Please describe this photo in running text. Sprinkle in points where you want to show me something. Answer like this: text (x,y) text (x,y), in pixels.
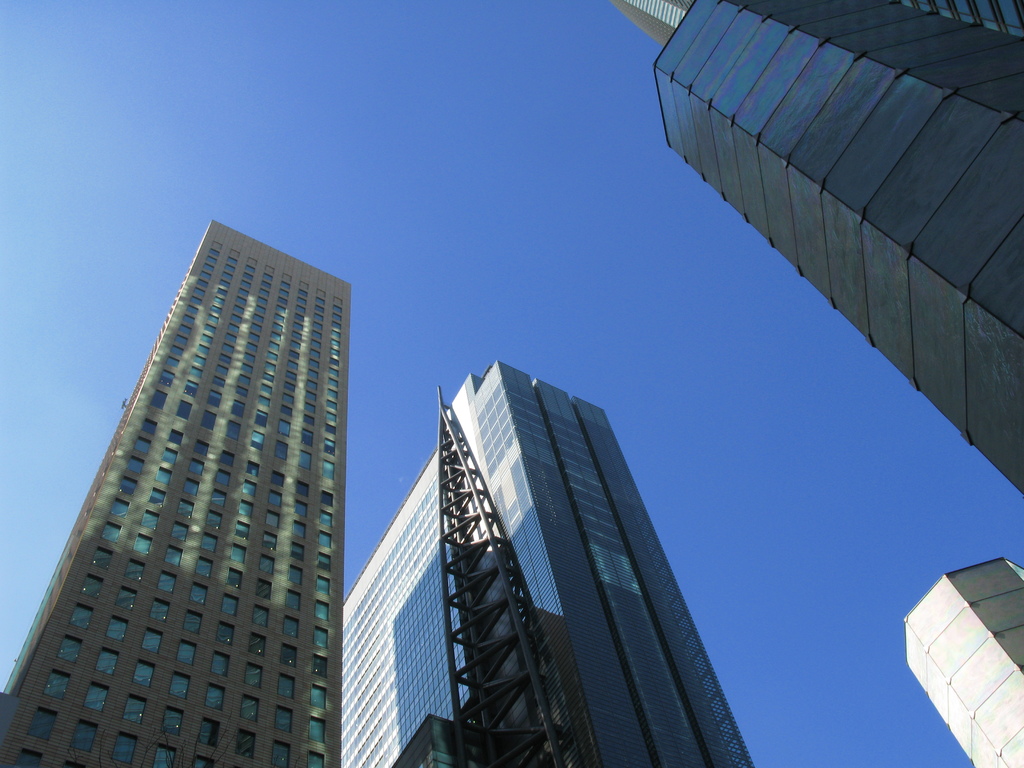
In this image we can see buildings (809,94). In the background (607,226) there is sky (91,249).
